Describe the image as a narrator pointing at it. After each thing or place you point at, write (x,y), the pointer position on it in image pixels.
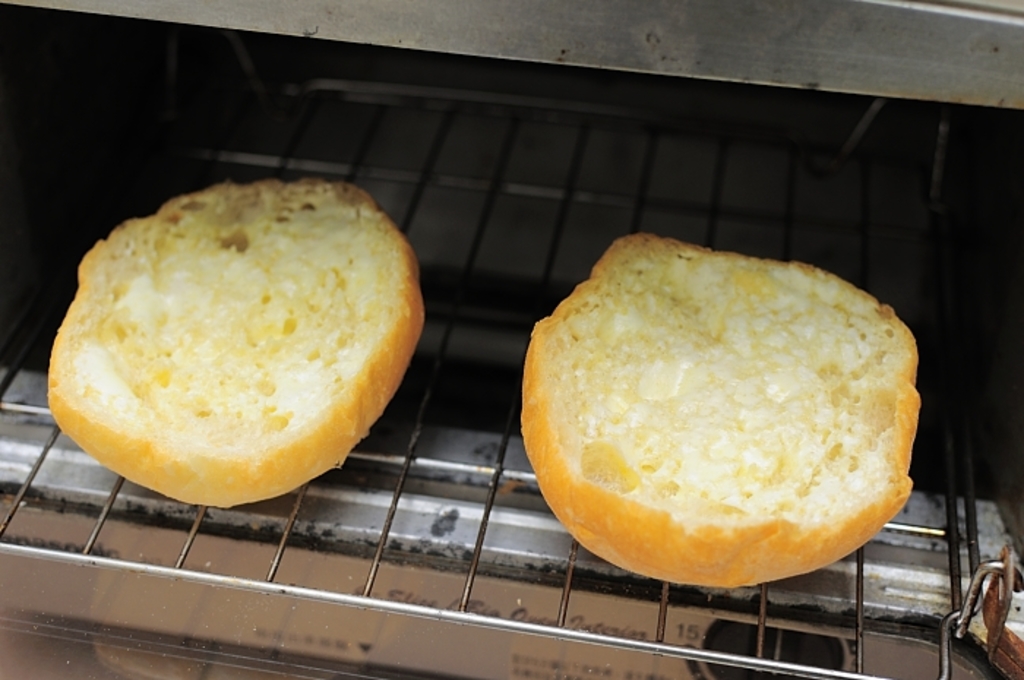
In this picture we can see a grill (388,516) and on the grill (405,478) there are two buns (358,435).
